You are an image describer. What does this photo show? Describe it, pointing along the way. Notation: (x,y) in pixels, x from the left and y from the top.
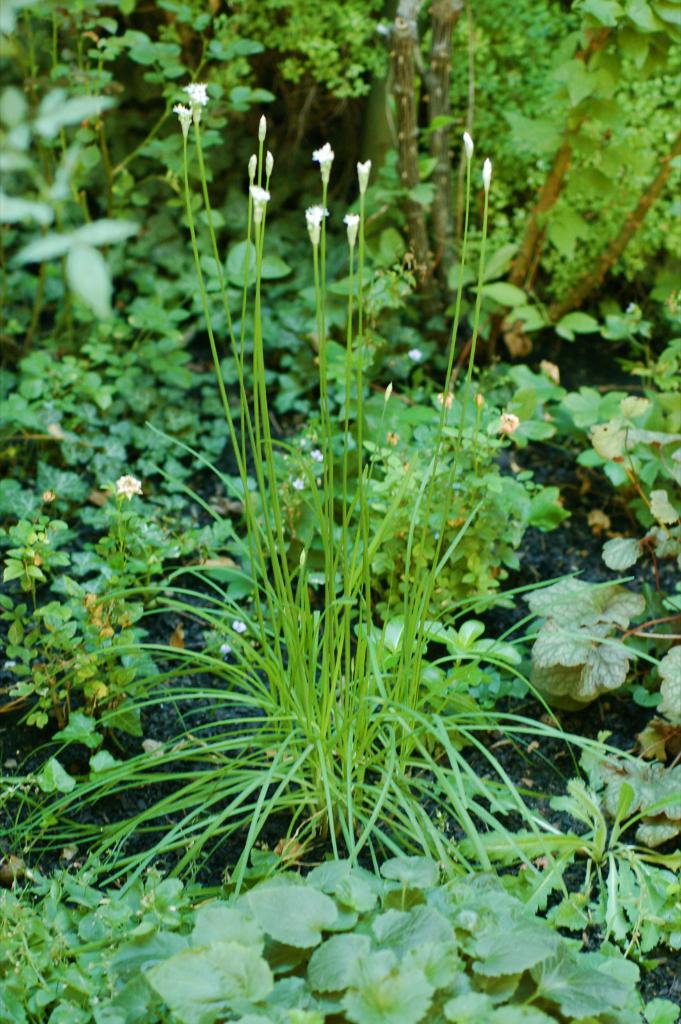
This is the picture of some white flowers (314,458) to the trees (591,173) and around there are some trees (557,73) and plants (315,343).
